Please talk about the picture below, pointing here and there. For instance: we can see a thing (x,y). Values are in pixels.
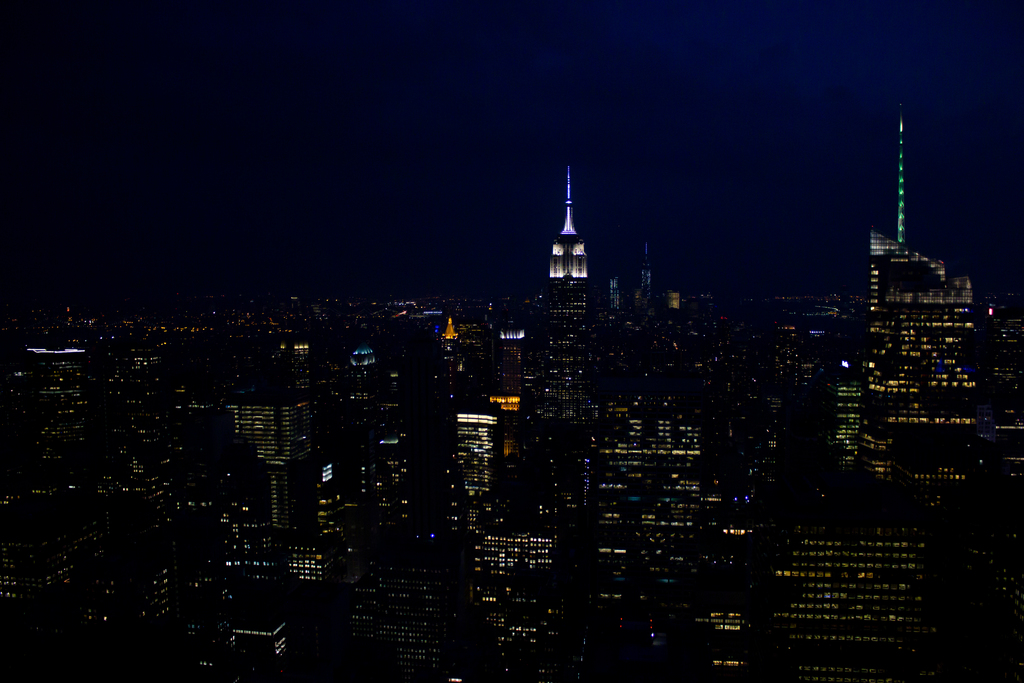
This picture is dark, we can see buildings (391,366) and lights (227,319) and we can see sky (724,288).
